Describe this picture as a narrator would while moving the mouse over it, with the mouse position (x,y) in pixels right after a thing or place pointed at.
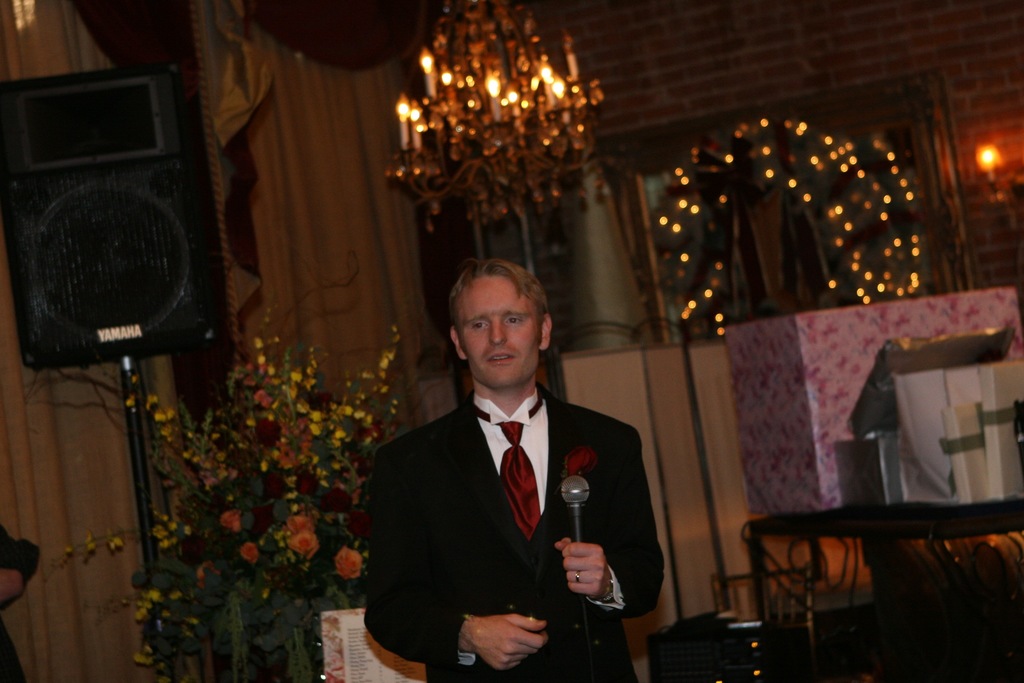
In this image, in the foreground (625,543) we can see a person (514,466) holding a mike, and at the back (343,574) we can see some flowers (321,565) and a sound box (147,239) and in the background (613,86) we can see the brick wall (701,54).
